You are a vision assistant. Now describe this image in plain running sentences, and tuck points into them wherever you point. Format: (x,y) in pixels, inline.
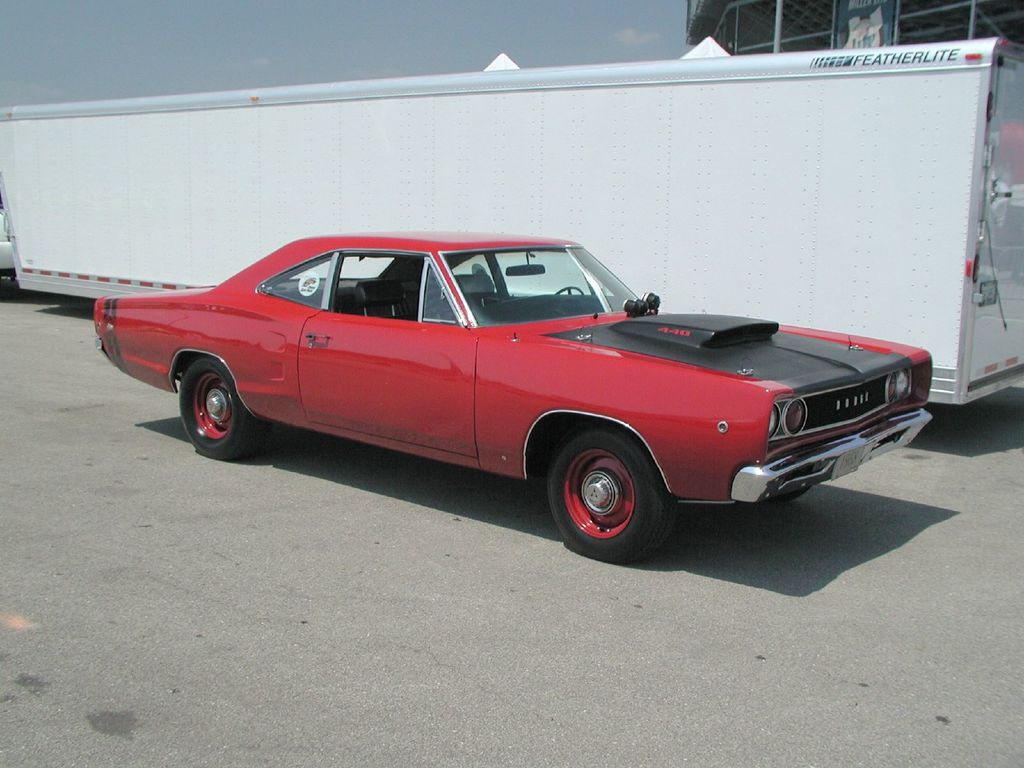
In this picture we can see a red car (237,422) and a vehicle (3,219) on the road (136,533), building (1001,6) and in the background (482,50) we can see the sky (456,59) with clouds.
